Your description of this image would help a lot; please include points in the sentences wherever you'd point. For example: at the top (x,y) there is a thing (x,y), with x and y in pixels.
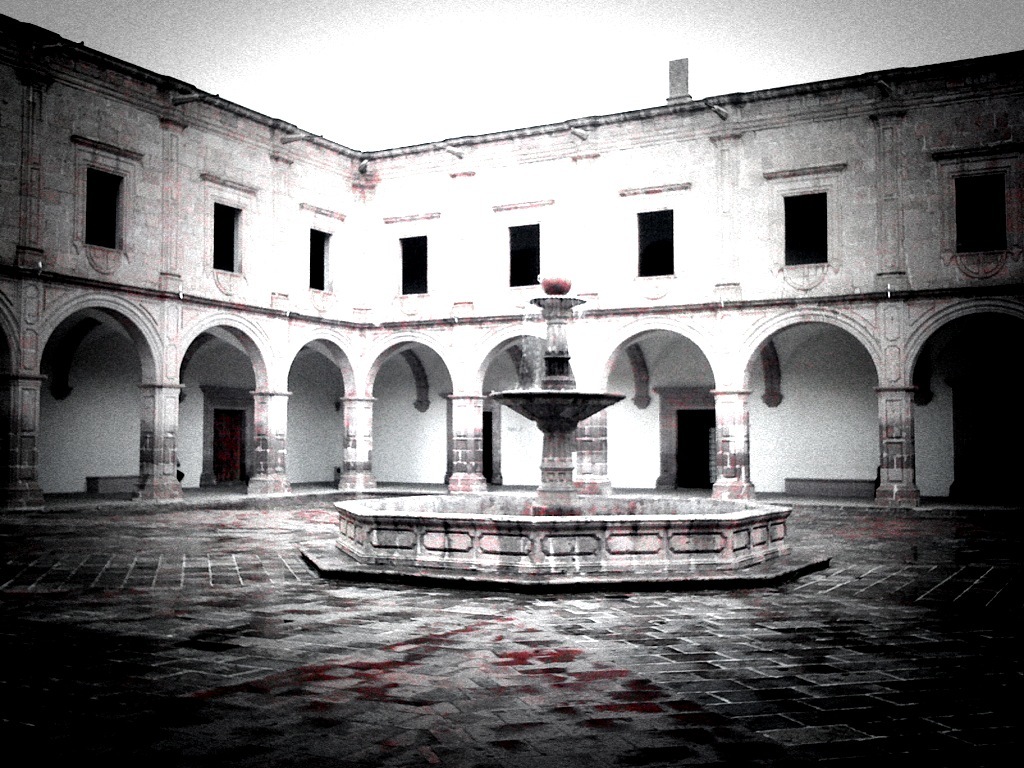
In this image we can see some open area (315,613), water fountain (516,531) and in the background of the image (415,276) there is building (662,289).
